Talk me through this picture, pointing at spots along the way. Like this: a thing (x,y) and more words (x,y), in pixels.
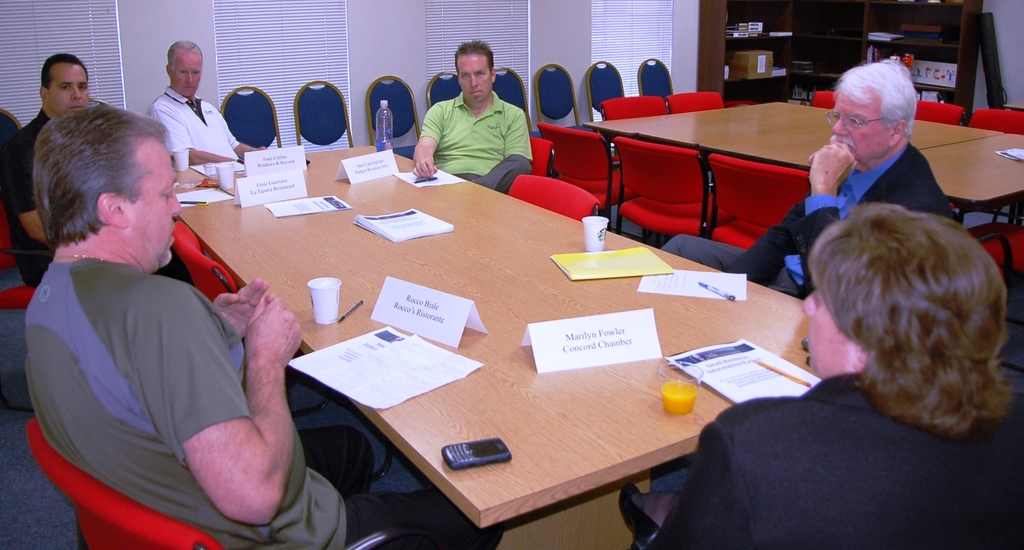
In this picture I can see few people (146,198) are sitting on the chairs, in front (515,339) there is a table (498,317), on which I can see some things (534,335) are placed.
